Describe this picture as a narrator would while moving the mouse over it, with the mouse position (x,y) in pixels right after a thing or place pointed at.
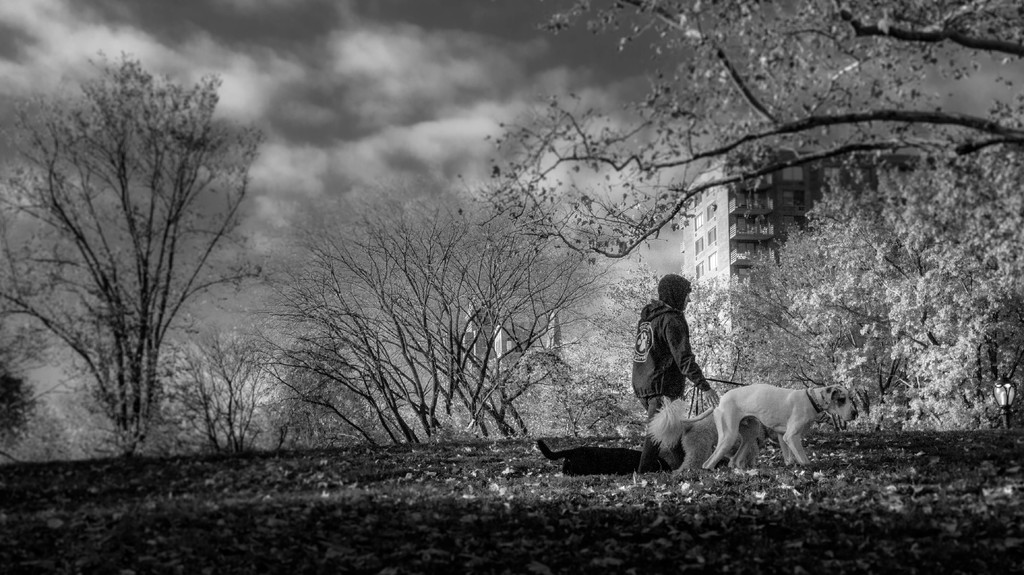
On the right side (723,421), there is a person (686,336) and there are animals (752,435) on the ground (819,516), on which there is grass (832,524), and there are trees (878,259). In the background (587,367), there are trees (303,320), buildings (748,189) and there are clouds (429,86) in the sky (429,86).
